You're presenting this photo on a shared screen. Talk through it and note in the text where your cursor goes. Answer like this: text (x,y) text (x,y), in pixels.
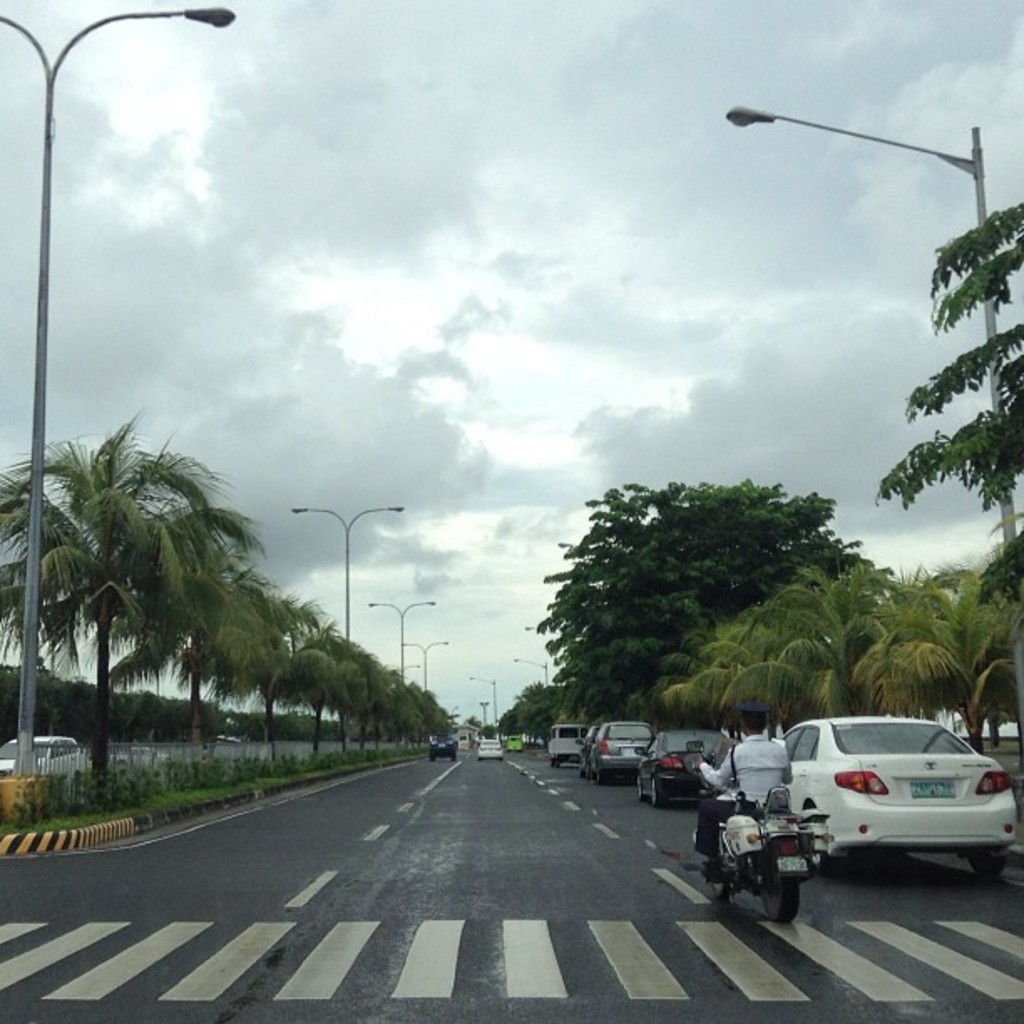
In the image we can see there are cars (478,751) parked on the road (612,864) and there is a person (757,795) sitting on the bike (763,865). There are trees (891,605) on both the sides and there are street light poles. There is a cloudy sky (494,450).
